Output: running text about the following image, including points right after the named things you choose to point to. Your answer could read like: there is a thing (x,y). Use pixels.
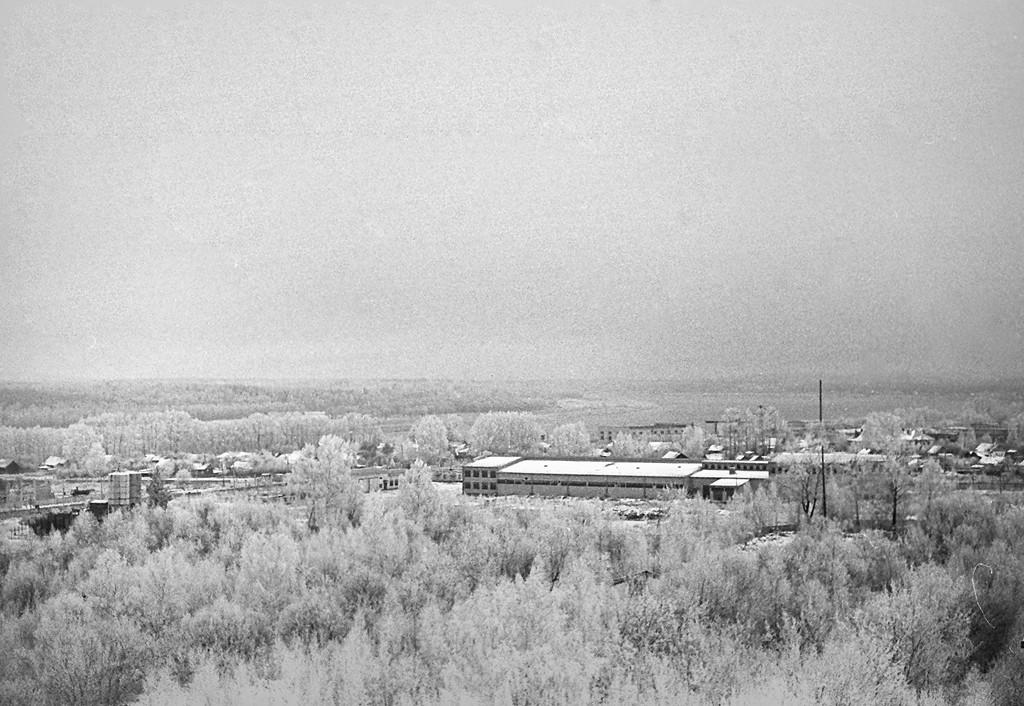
In this image I can see number of trees (689,506) and few buildings (390,472). I can also see this image is black and white in colour.
